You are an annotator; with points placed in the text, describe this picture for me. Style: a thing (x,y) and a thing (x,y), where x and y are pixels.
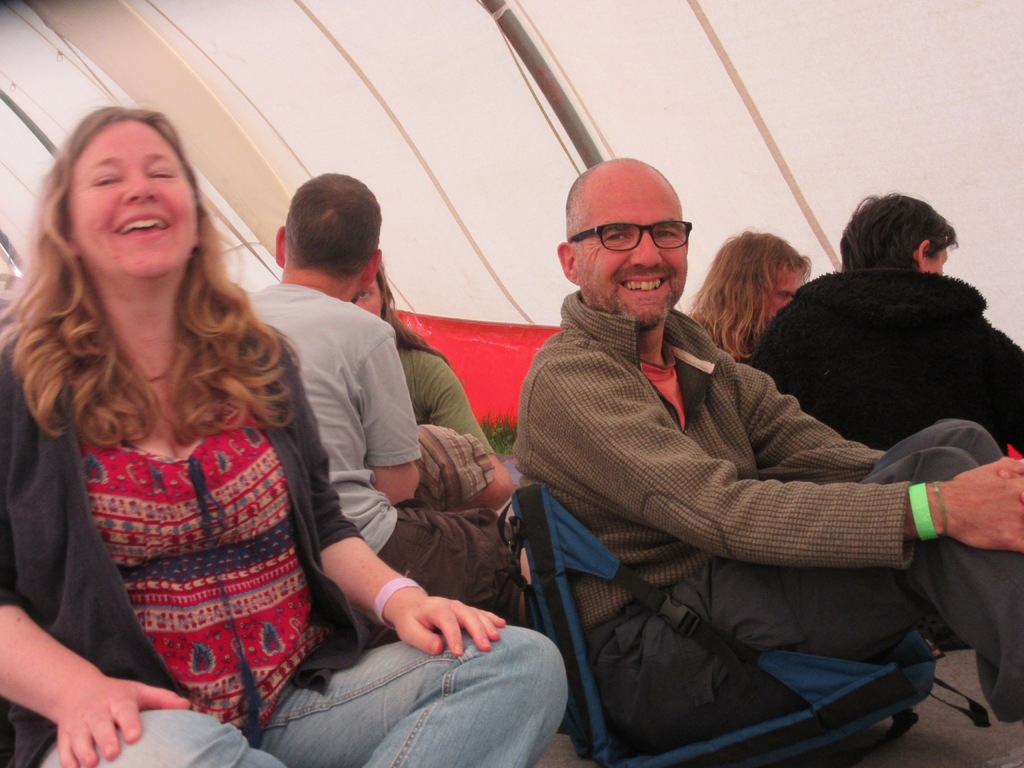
There is a woman (239,347) in jean pant (427,664), smiling and sitting near a person (730,547) who is sitting on a chair (558,506). In the background (846,357), there are other persons (361,515) sitting and there is a white wall (804,52).
